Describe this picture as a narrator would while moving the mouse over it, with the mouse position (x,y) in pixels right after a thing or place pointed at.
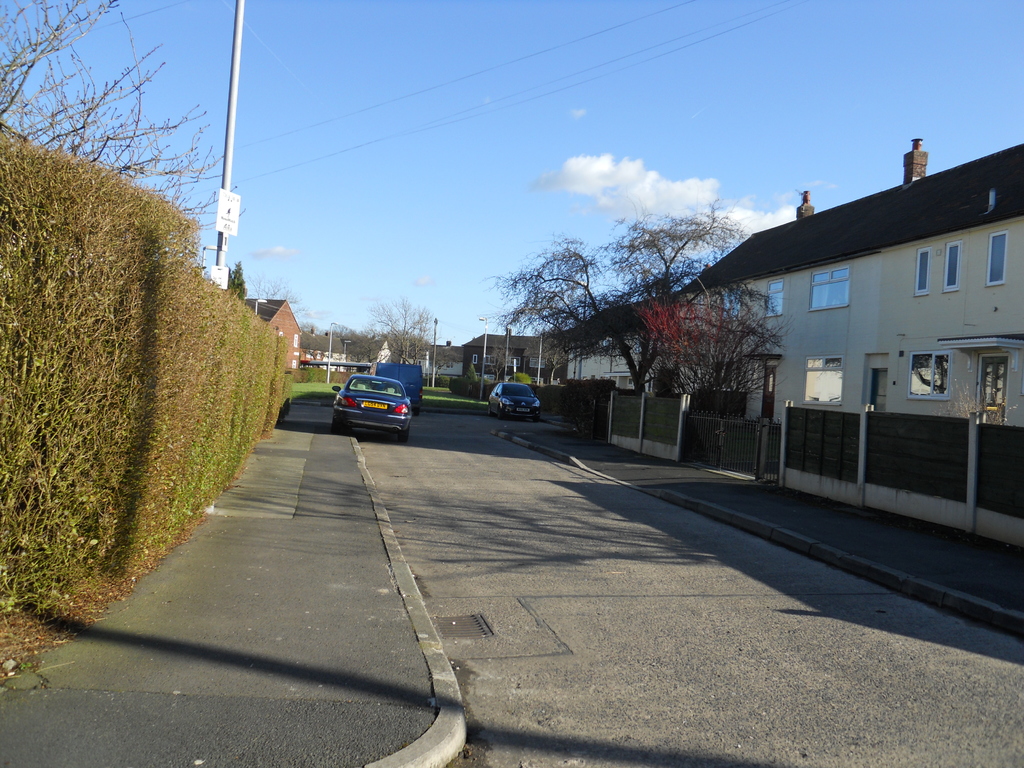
In this image in the center (408,407) there are vehicles (521,407) on the road (442,421). On the left side (143,416) there is a plant (239,369) and there are trees (242,265), there is a pole (221,260), building (280,331) and on the right side (746,343) there are buildings (612,376), trees (658,345), there is a gate (702,453), boundary wall (905,459) and in the center (422,404) there is grass (449,402) on the ground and the sky (670,197) is cloudy.
